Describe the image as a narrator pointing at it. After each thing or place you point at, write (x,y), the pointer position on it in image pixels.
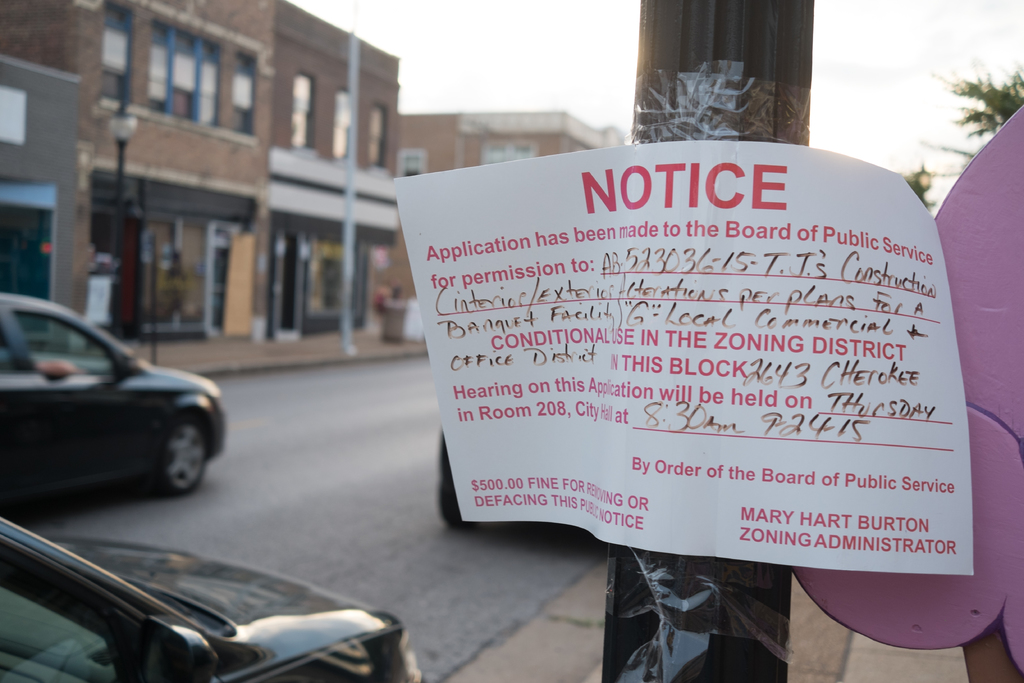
On the right side (801,263) a notice paper (655,331) is sticked to the pole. On the left side (150,380) few cars (194,564) are moving on this road (272,458) and these are the buildings (314,277).
